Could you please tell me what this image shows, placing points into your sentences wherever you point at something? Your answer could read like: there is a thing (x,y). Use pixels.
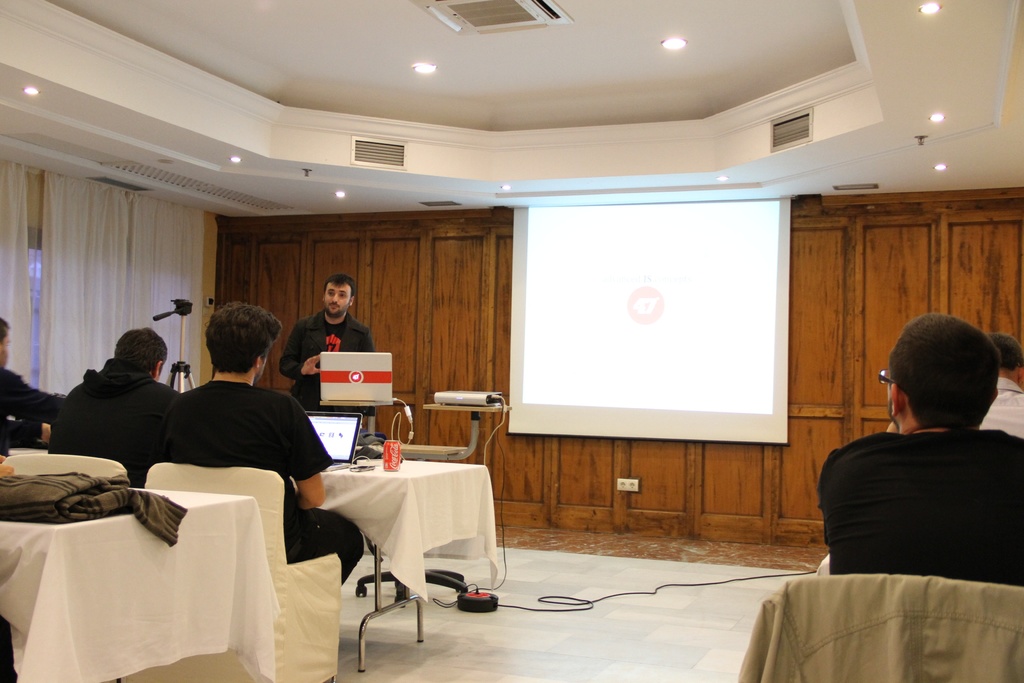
It seems to be a conference hall (536,207) with group of people (901,477) sitting on chair (274,485) with laptop (347,440) in front of them looking at the presentation (602,357) and a guy (367,344) explaining to everyone and left side of room (193,341) there is tripod (179,304) and windows (126,301) are covered with curtain (178,234), on the ceiling (345,140) there are air vents (391,158) and lights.
